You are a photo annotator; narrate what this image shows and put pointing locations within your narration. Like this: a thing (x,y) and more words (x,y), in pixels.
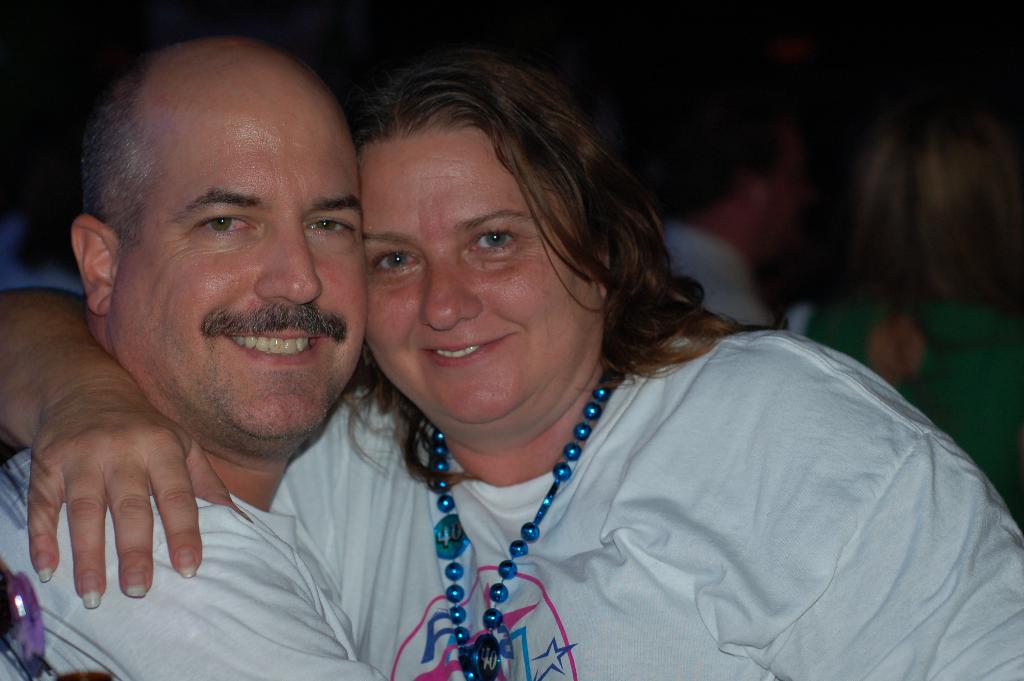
In this image in front (962,478) there are two persons (390,463) wearing a smile on their faces (556,317). Behind them there are few other people (745,195).
